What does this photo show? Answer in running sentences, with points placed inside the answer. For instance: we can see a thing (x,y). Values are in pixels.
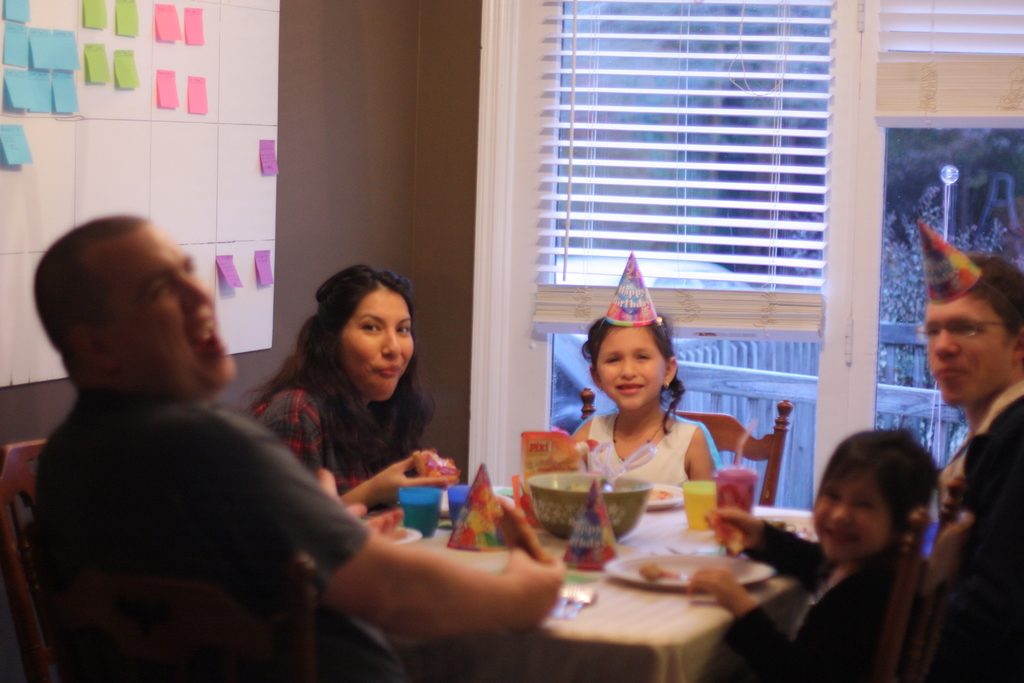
This picture is clicked inside the room (381,633). Here, we see five people (399,440) sitting on chair (749,455) around the table (568,628). In front of the picture, we see a table (639,625) on which we can see plate (696,562), glass (720,496), bowl (568,472), birthday caps (591,521). Behind them, we see a window (894,203) from which we can see trees (970,197). On the left top of picture (224,139), we see a white board (267,220) on which blue color papers (58,101), green and pink and purple papers (164,76) are pasted on it.
